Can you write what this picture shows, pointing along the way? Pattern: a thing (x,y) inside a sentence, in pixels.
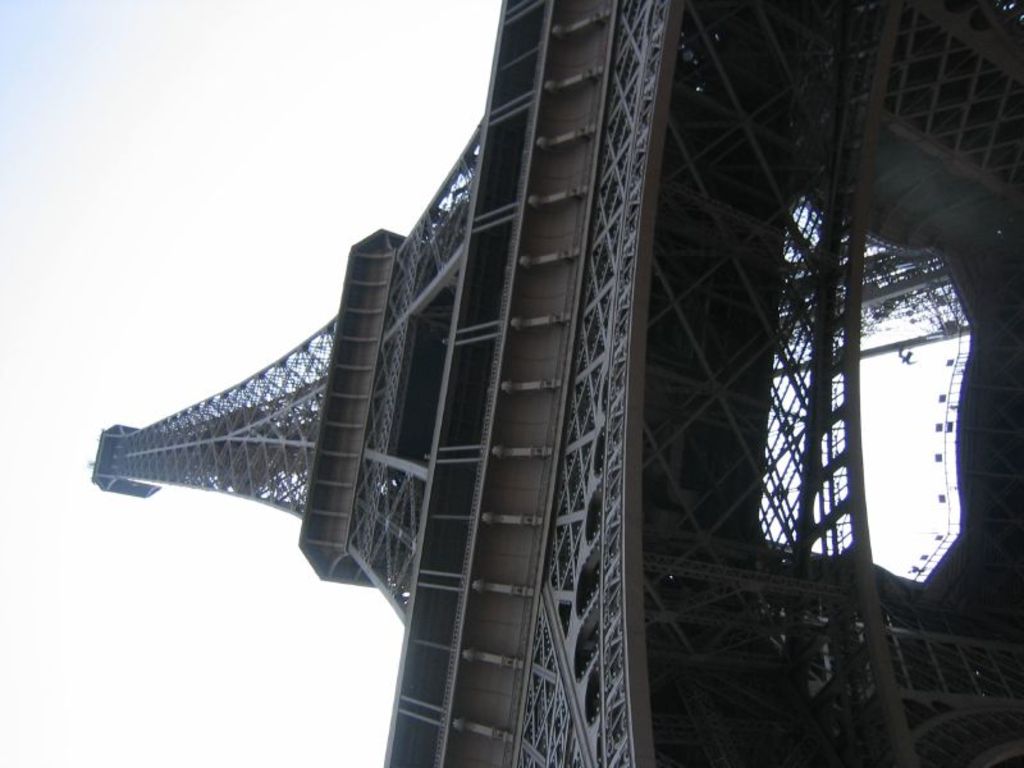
In this image, I can see an Eiffel tower (508,469). This is the sky (208,254).
